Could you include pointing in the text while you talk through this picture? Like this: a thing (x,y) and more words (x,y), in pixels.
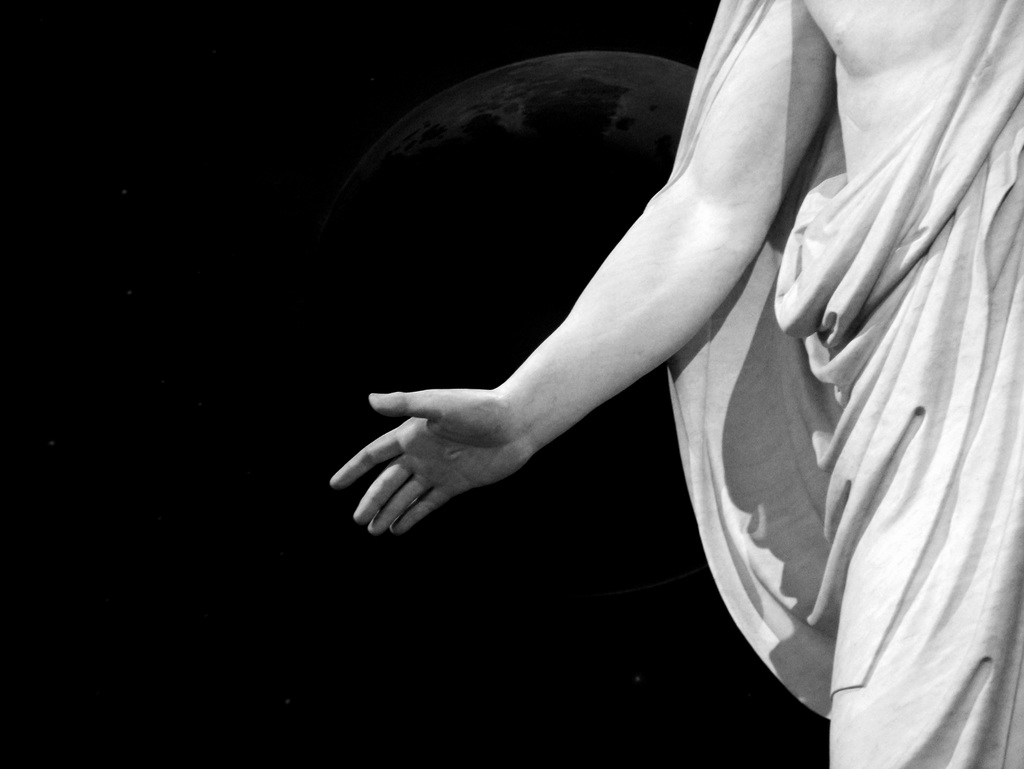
This is a black and white picture. On the right side (871,337), we see a statue (892,334) is standing and it is holding out one of its hands (457,452). In the background (297,445), it is black in color.
